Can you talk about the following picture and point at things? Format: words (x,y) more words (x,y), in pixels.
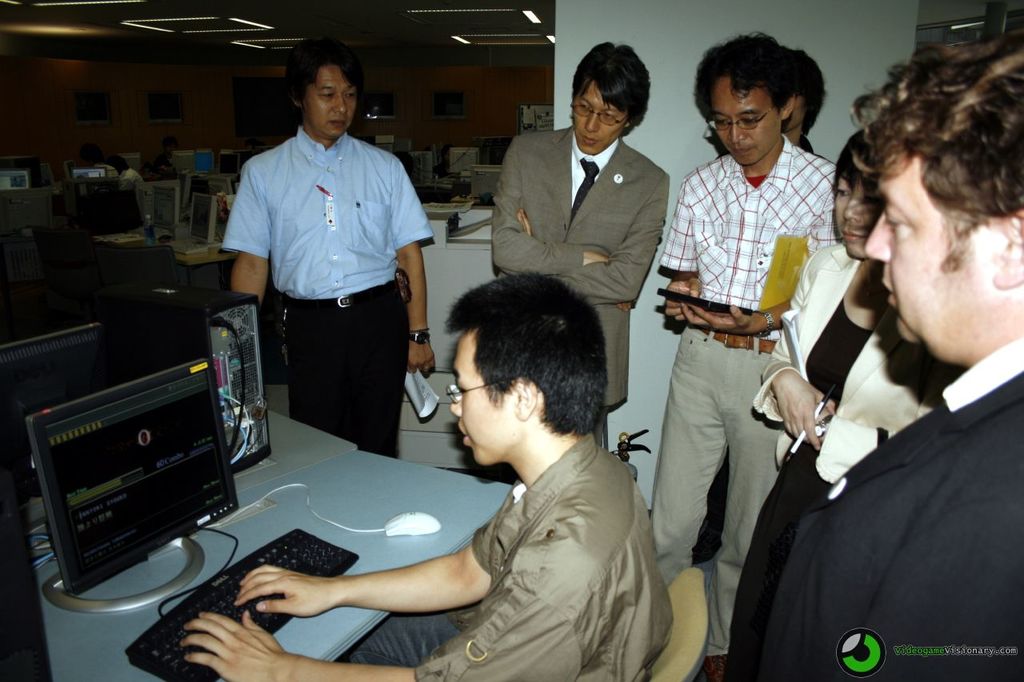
In this image, we can see a group of people (498,568). Few people (722,251) are standing. At the bottom, we can see a person (546,646) is sitting on a chair (678,663) and doing some work with keyboard (239,613). Here we can see monitors (225,493) and few objects (148,345). Background (127,253) we can see monitors (5,183), few people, chairs (83,247), desks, walls (532,80) and few objects (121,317). Here we can see few people (737,121) are holding some objects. On the right side (845,662) bottom, there is a watermark (895,648) in the image.
